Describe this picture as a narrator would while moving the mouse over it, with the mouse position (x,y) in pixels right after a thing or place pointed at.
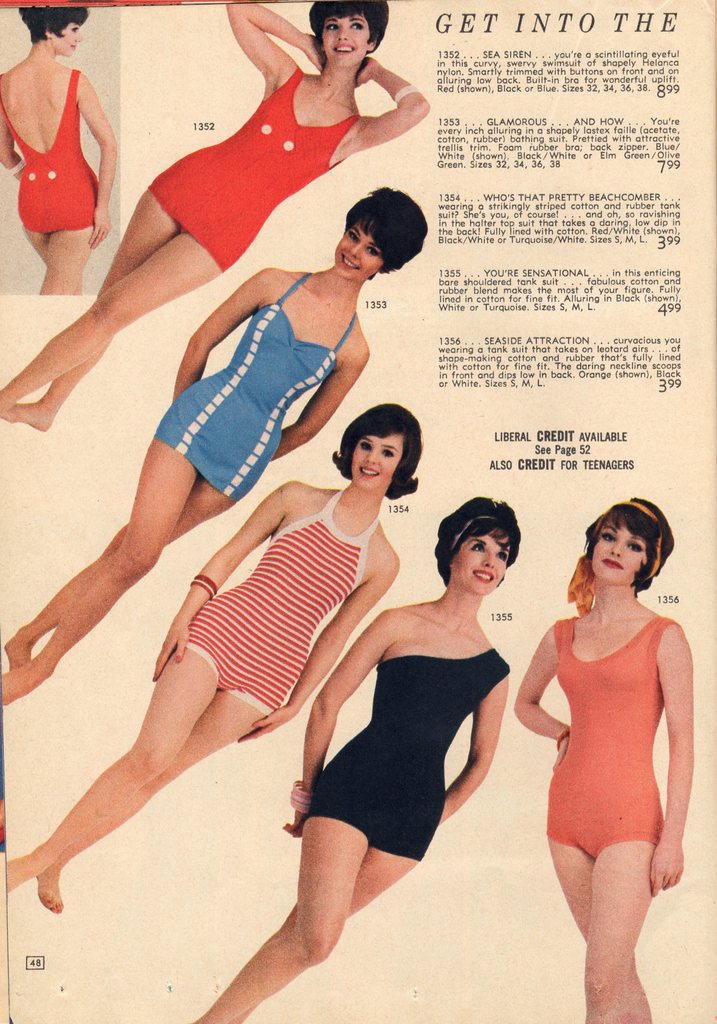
In this picture we can see paper (370,360) on which we can see woman's picture (243,621). On the top right corner (516,50) we can see paragraph (468,201).
